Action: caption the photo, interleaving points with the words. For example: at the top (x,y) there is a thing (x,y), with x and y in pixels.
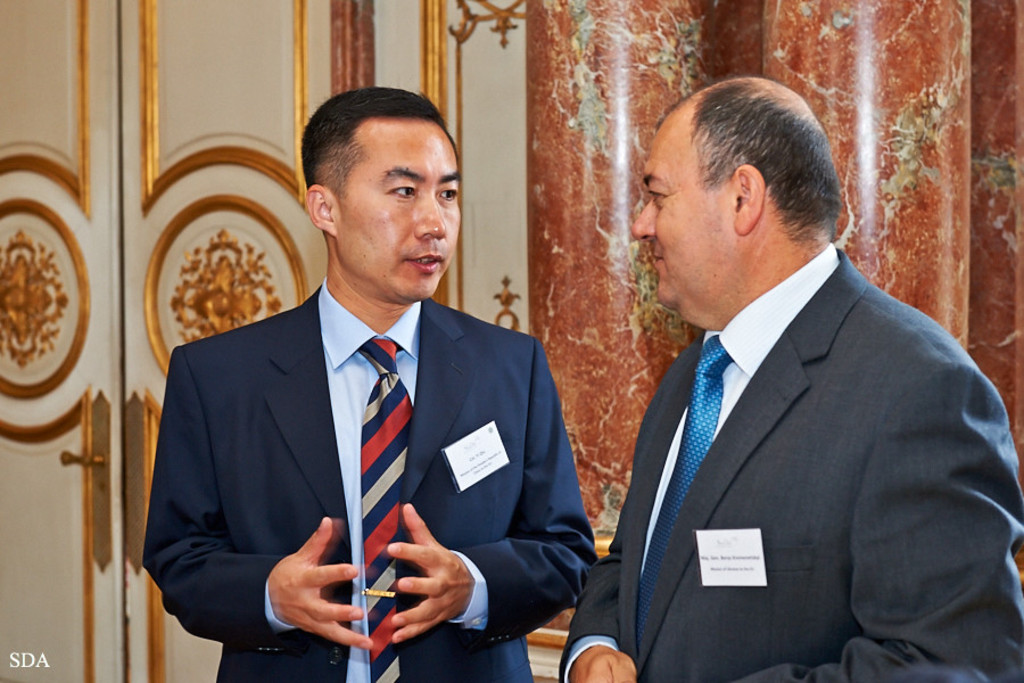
This image is taken indoors. In the background (269,140) there is a door (154,195) and there are two pillars (846,74). In the middle of the image (347,231) two men (282,393) are standing on the floor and talking. They have worn suits (646,492), ties (392,411) and shirts (336,382).
